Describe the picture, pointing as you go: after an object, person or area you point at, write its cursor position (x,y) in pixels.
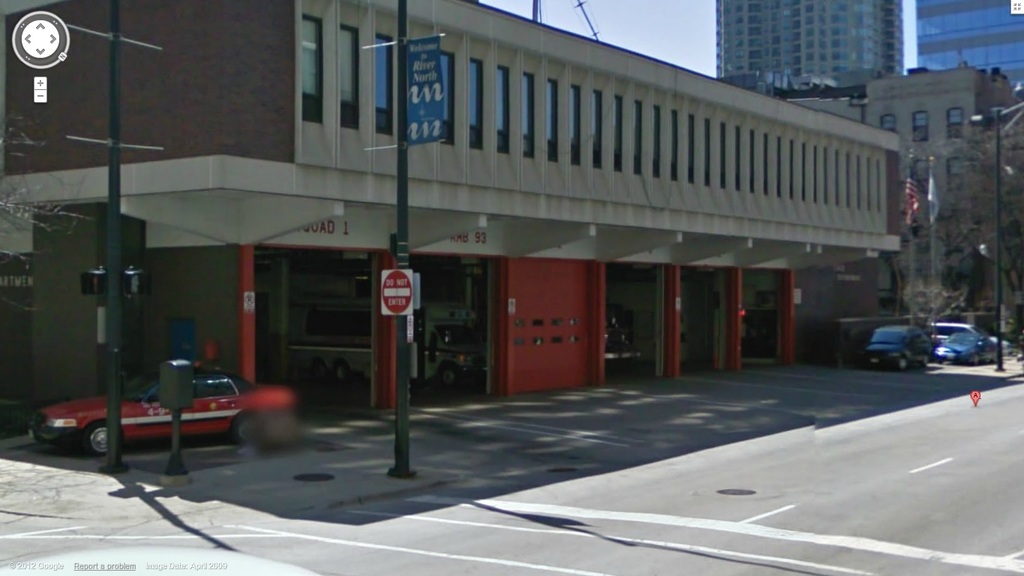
In this image we can see few buildings (733,125). There are few vehicles (877,351) in the image. There are few poles (998,286) and some boards (395,292) are attached to it. There are few trees (971,259) in the image. There is a road (958,398) in the image. There is a sky (673,42) in the image. There are traffic lights (105,272) attached to the pole (108,289) at the left side of the image (91,281).
